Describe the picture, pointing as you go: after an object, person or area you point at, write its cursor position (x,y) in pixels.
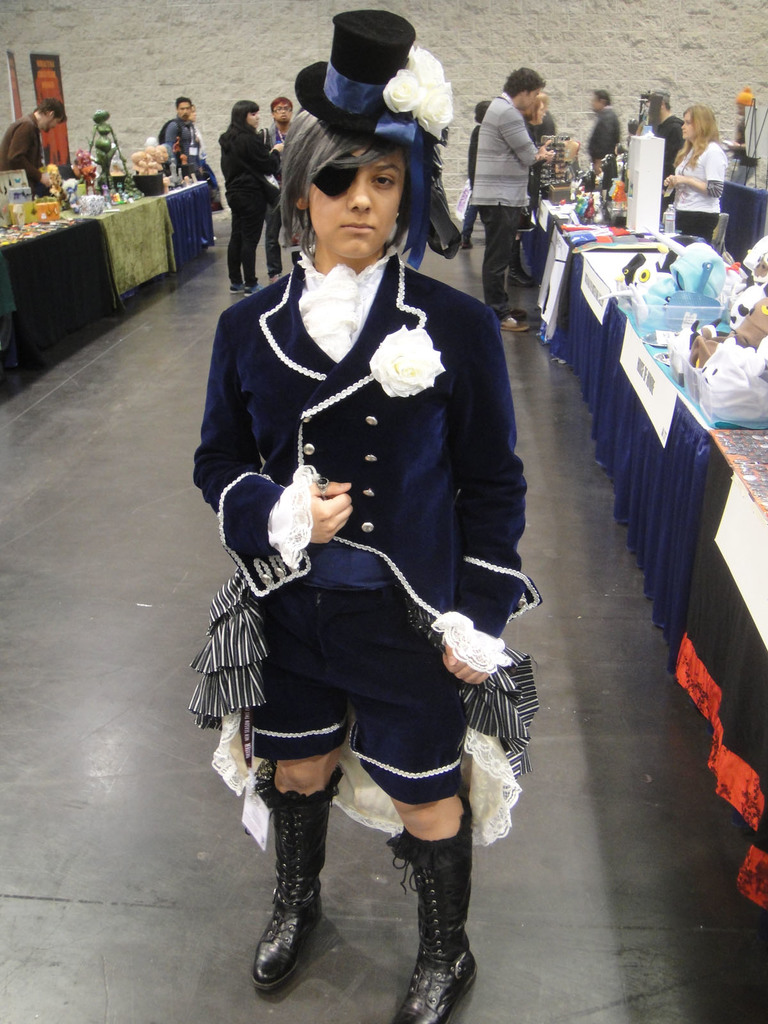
In this image there is a person (388,466) standing with costumes (383,369), on either side of the person (275,348) there are table (631,436), on that tables (756,641) there are objects (732,439), in the back ground (697,201) there are people (673,166) standing and there is a wall (726,87).
